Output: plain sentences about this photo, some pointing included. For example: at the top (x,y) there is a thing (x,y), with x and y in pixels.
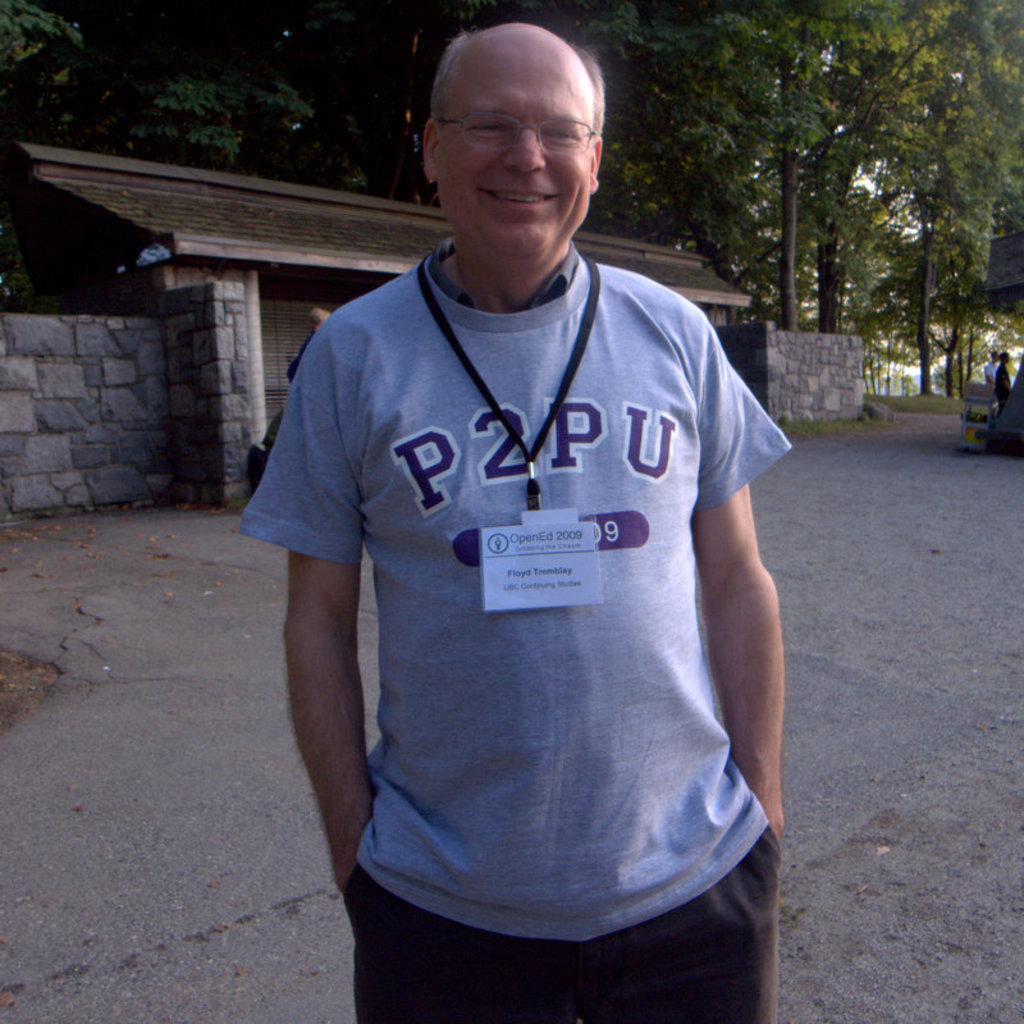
There is a man (511,256) wearing specs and tags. There is a road (166,652). Also there is a brick wall (64,388). And there are trees (429,76).
